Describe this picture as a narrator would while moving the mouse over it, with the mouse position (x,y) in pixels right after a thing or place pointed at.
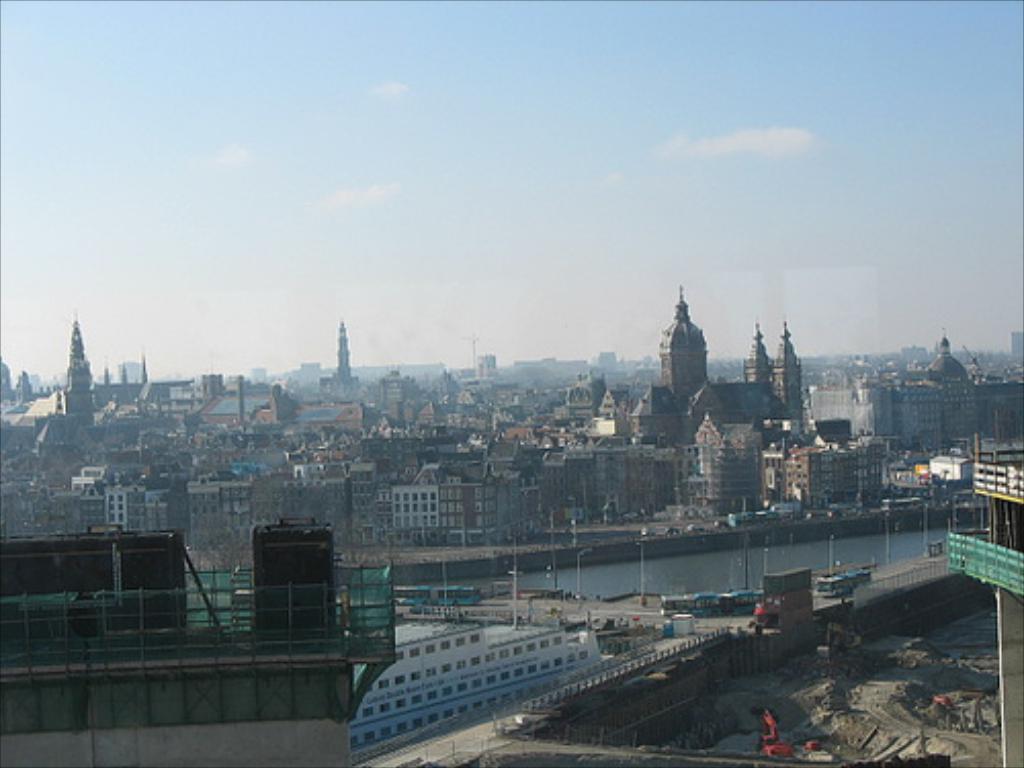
In the center of the image (498,465) we can see a buildings (527,472), buses (693,596), road (748,618), water (662,569), poles (643,556) are present. At the bottom of the image (886,703) ground (890,704) is there. At the top of the image (830,194) sky (846,194) is present.
